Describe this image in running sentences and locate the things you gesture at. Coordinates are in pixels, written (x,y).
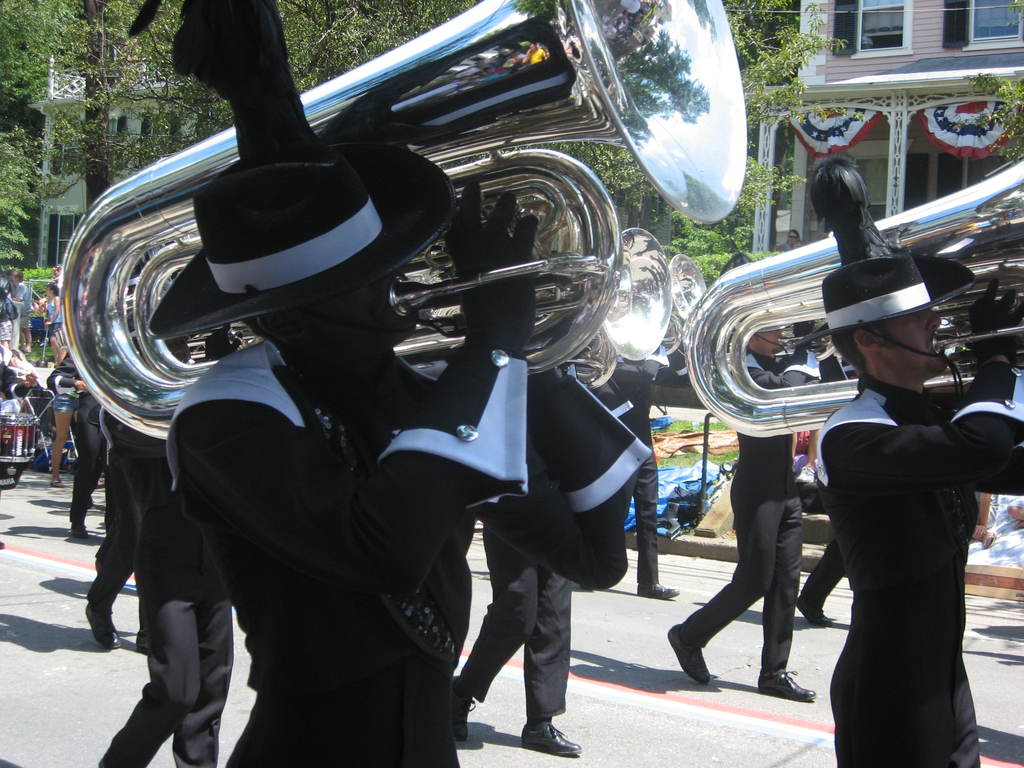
In this picture there are group of people (762,495) walking and playing musical instruments (729,349). At the back (102,30) there are buildings (931,166) and trees (98,144). At the bottom (19,578) there is a road (812,764) and there is grass (666,421).
